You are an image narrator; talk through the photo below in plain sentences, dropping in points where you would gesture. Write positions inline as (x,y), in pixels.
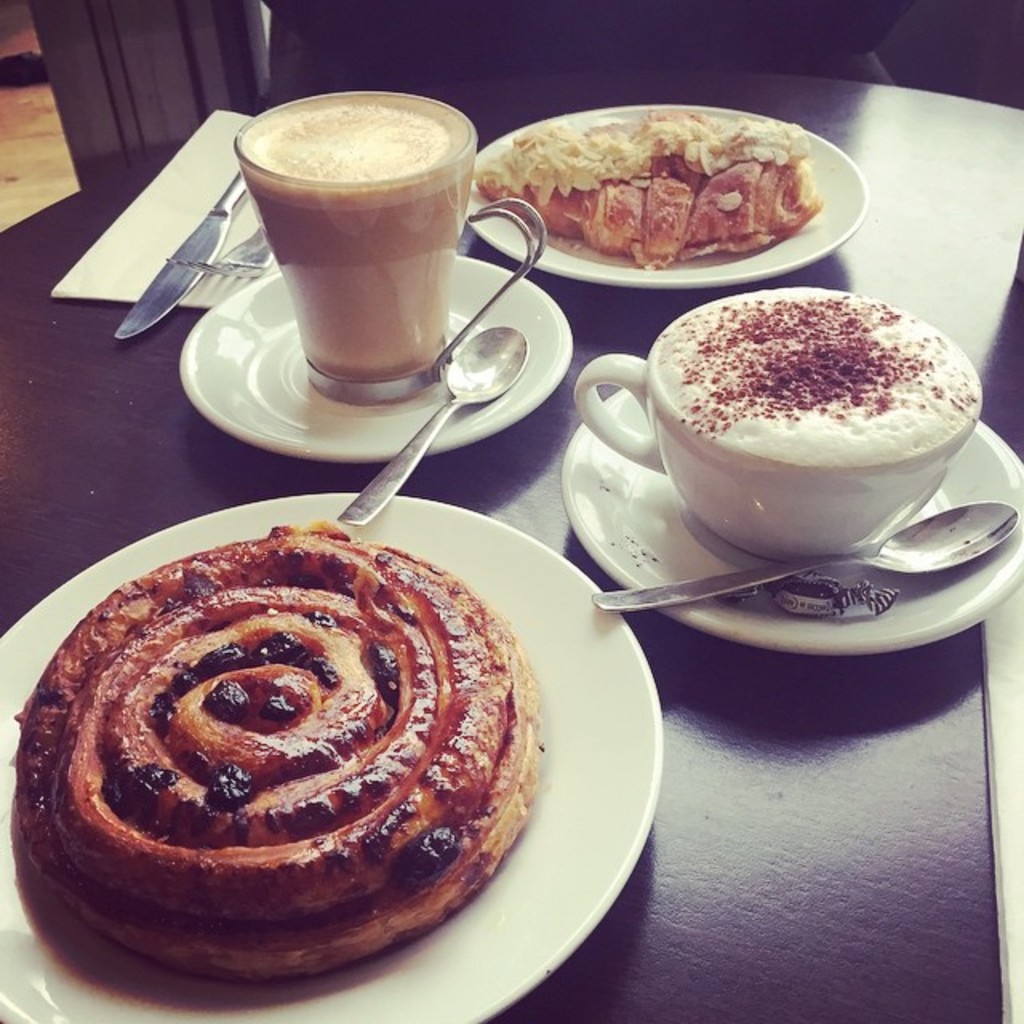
In this image I can see a brown colored table (44,409) and on the table (33,347) I can see a tissue paper (110,274), few spoons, few plates (602,469), a cup (700,471) with liquid (769,456) in it, a glass (411,260) with brown colored liquid (355,228) in it and brown colored food items (704,187) on the plates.
